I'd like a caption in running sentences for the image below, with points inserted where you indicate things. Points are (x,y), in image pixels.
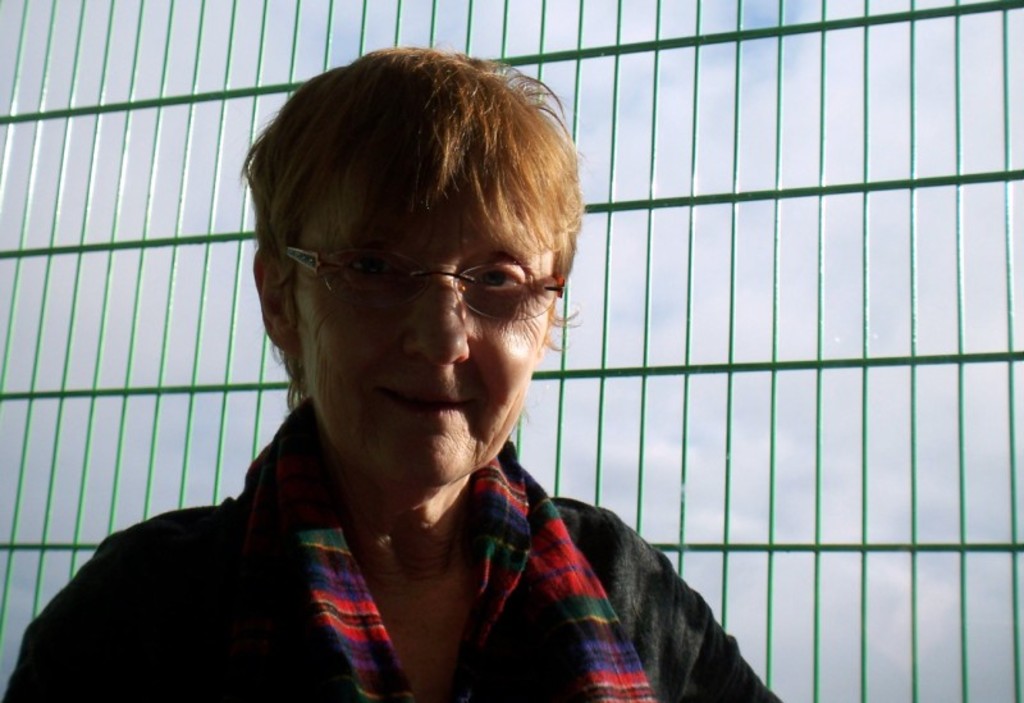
In this image, we can see a person (593,523) wearing clothes (322,626) and spectacles (459,273) in front of grills (821,218).
